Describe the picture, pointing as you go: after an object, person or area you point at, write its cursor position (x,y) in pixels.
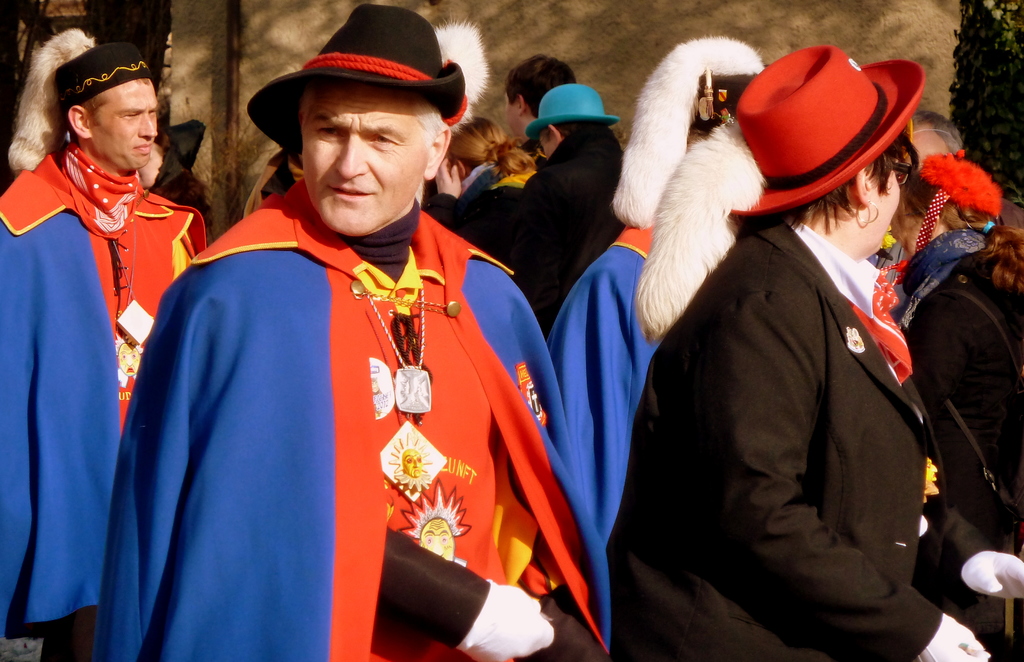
In this picture I can observe some people (283,241). Most of them are wearing hats (101,54) and caps (50,75) on their heads (416,119). On the right side (748,367) there is a person (733,410) wearing black color coat (715,459). On the left side (46,310) I can observe three members (204,313) wearing blue and red color dresses (242,275). In the background (519,206) there are some people (490,174) standing.
